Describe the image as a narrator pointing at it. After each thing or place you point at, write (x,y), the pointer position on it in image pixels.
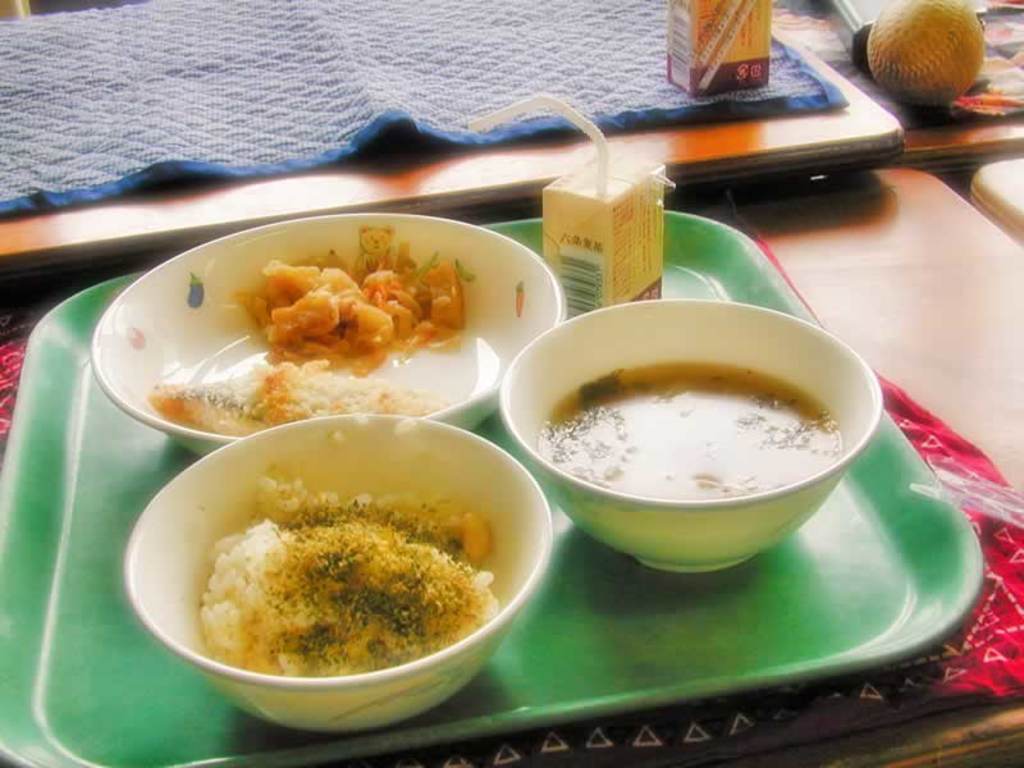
In this image there are a few food items (281,409) placed in a bowl (516,390), which is on the tray (708,242) and a few other objects (603,184) are arranged on a table (834,68).
